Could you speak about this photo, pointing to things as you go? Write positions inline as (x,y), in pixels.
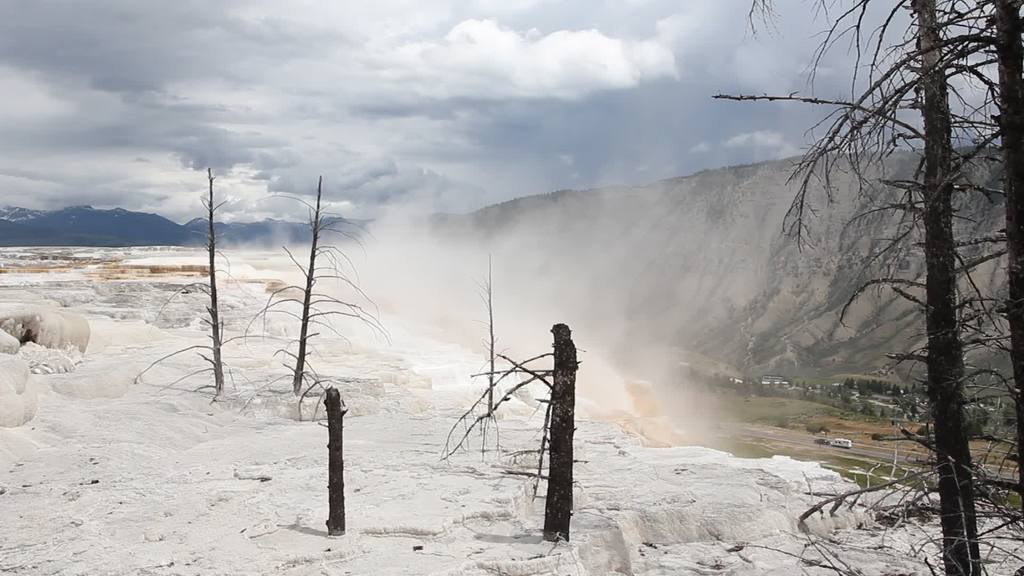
In this picture we can see snow (180,451), few trees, hills (786,342) and a vehicle (829,444), and also we can see clouds (325,116).
